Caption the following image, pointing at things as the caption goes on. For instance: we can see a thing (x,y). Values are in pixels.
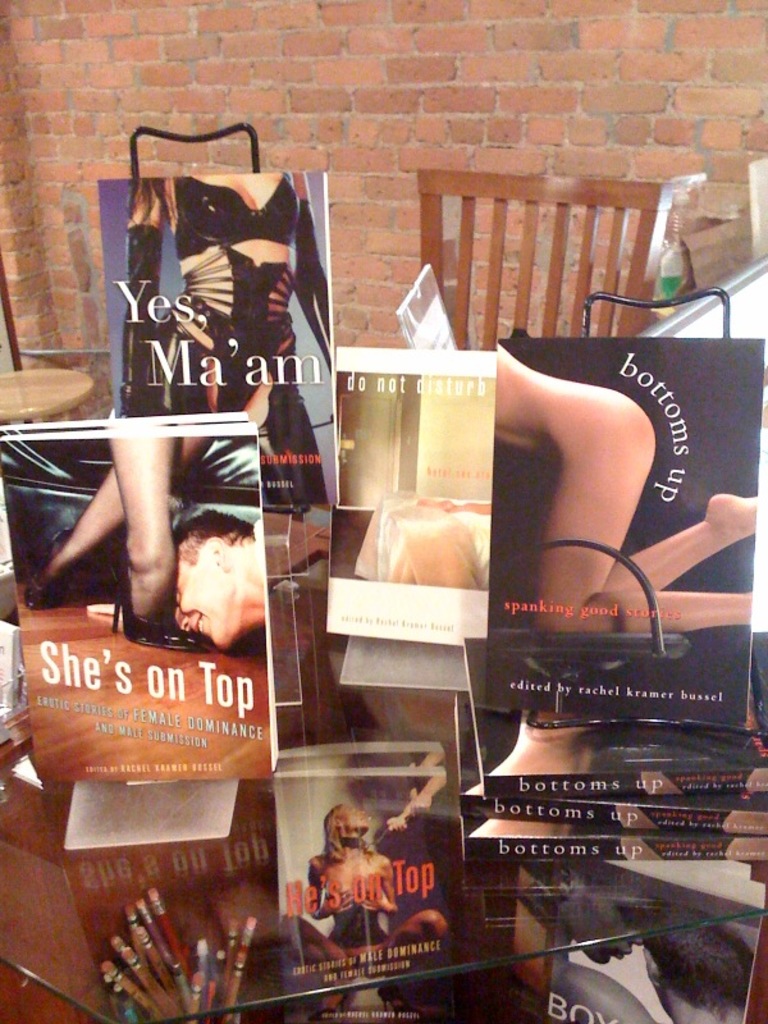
There is a table (239,899). On the table (228,907) there are many books (197,371). Also there are pencils (242,958). In the background (290,87) there is a brick wall (378,94). Also there is a wooden chair (564,216).
